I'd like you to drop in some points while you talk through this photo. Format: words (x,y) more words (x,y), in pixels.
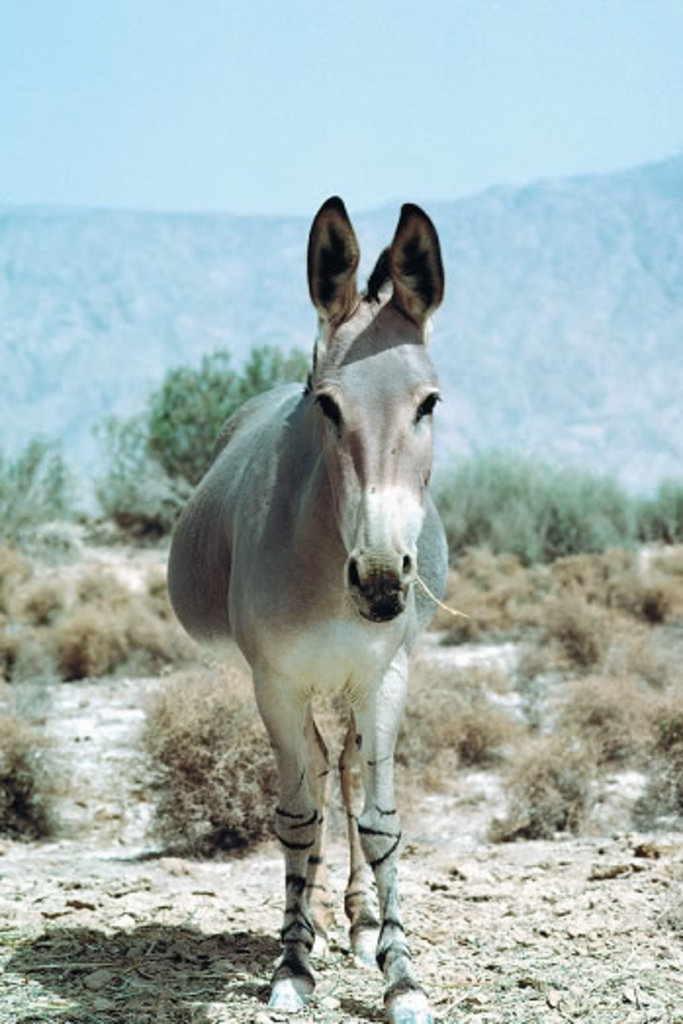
In the center of the image (318,541) a donkey (296,544) is present. In the middle of the image (455,680) we can see some plants (559,489) are there. At the bottom of the image (554,958) ground (579,946) is there. At the top of the image (554,220) mountain (579,234) and sky (305,88) are present.
